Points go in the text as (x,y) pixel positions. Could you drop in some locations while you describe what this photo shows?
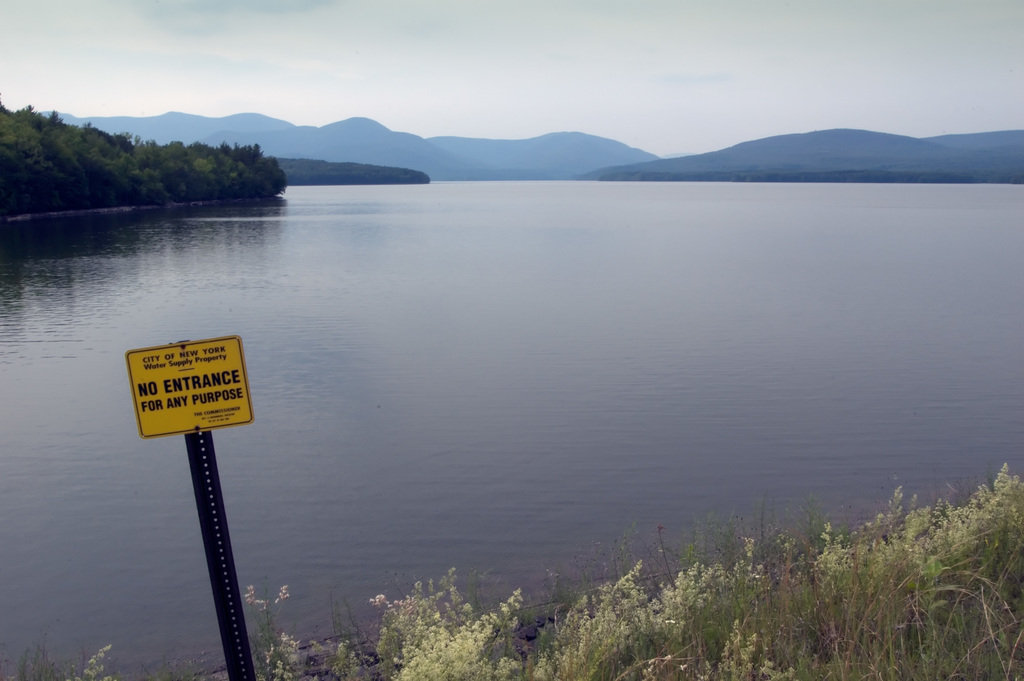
In this image there is a lake (531,300) and there are small islands (133,173) in it. On the left side (224,530) there is a caution board (191,392). On the right side (856,568) there is grass (738,604) on the ground (759,642). At the top (600,52) there is sky (600,53).
